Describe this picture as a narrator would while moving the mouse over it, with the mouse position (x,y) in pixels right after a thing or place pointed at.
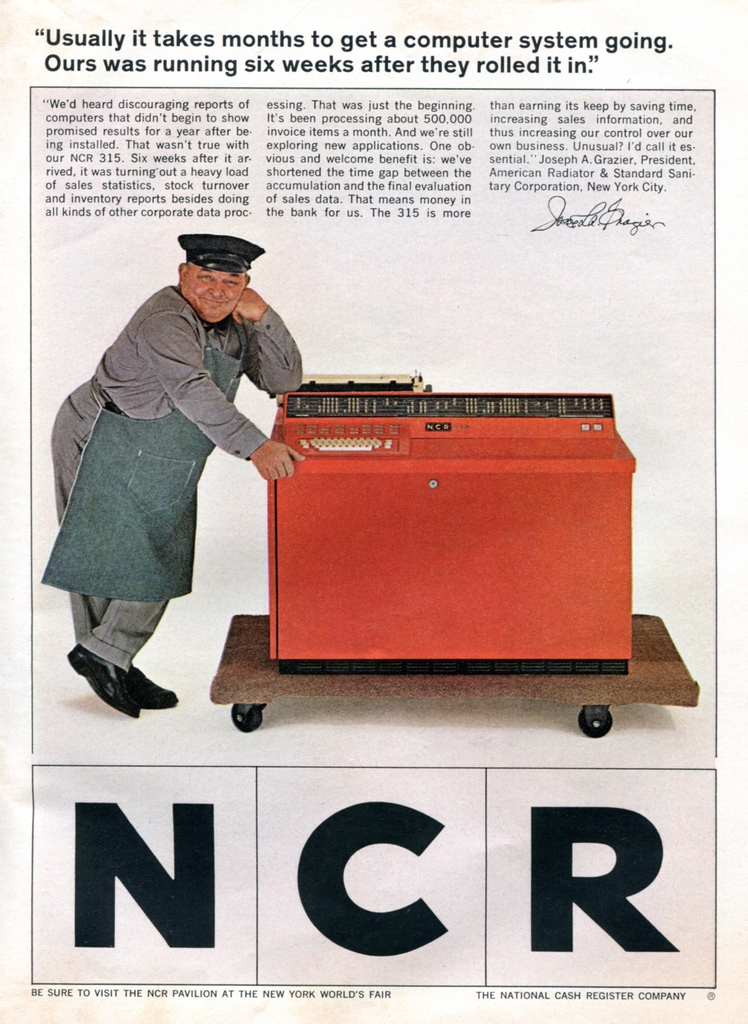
It is a newspaper (370,349) in this a man (263,336) is standing and this is a machine (473,602) which is in red color.
